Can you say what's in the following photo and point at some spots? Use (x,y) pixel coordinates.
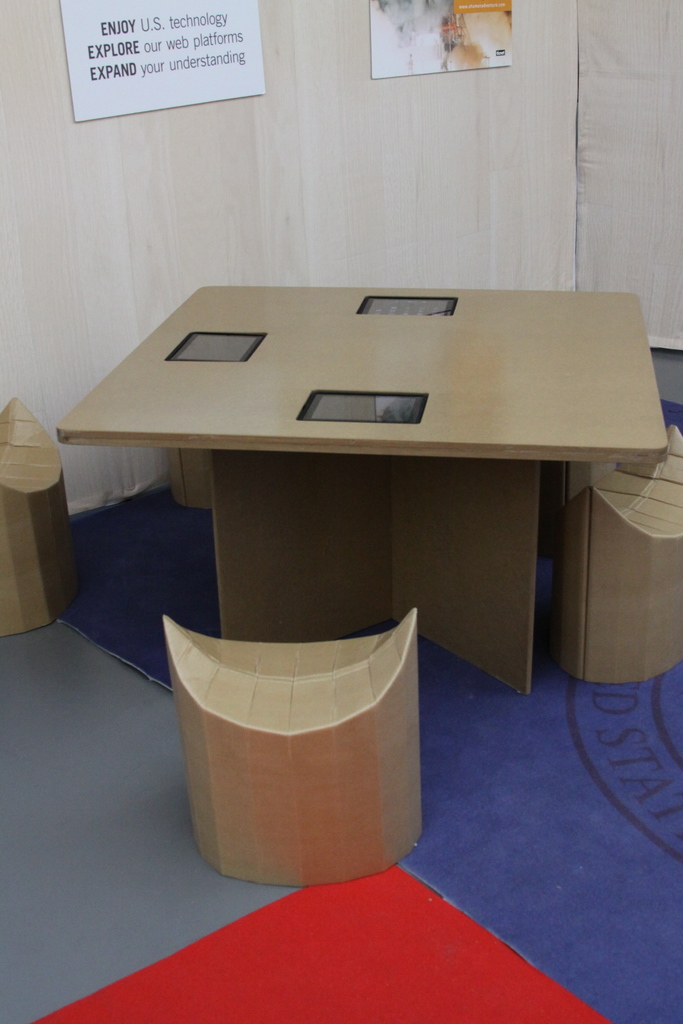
In this picture, there is a table (336,464) in the center (391,565). On each side of the table (228,631), there are stools (630,596). At the bottom (337,909), there are two mats (437,936) which are in blue and red in color. On the top (365,205), there is wall (431,167) with frames (187,83).
